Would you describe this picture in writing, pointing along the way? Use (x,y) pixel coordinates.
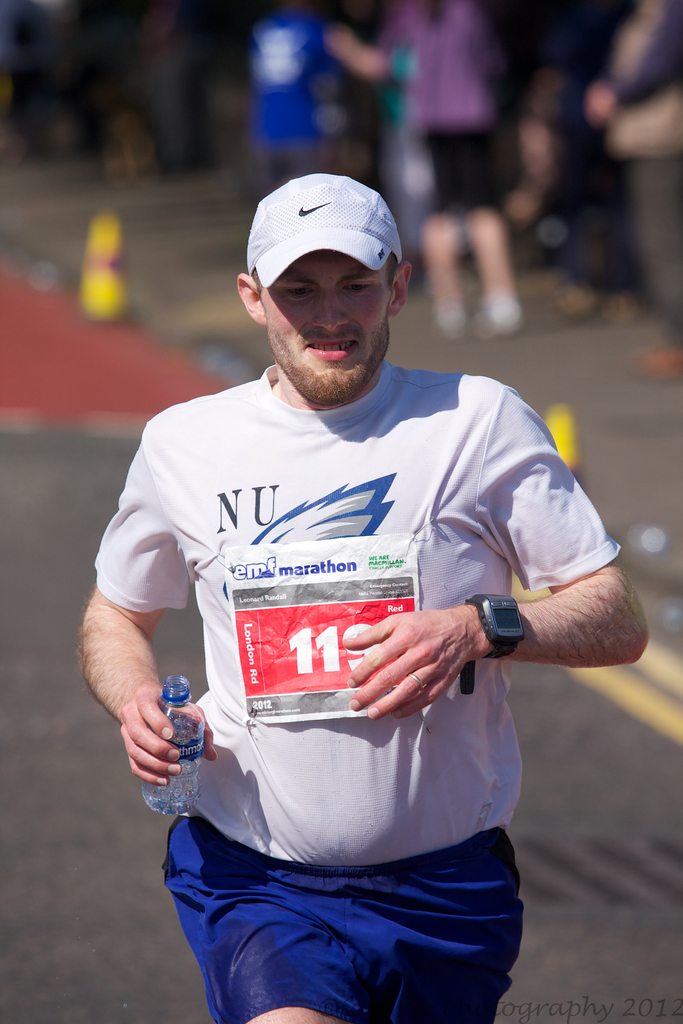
In this image we can see a person (343,455) holding bottle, he is running, behind him there are few other people (368,46), there are traffic cones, and the background (649,419) is blurred.
